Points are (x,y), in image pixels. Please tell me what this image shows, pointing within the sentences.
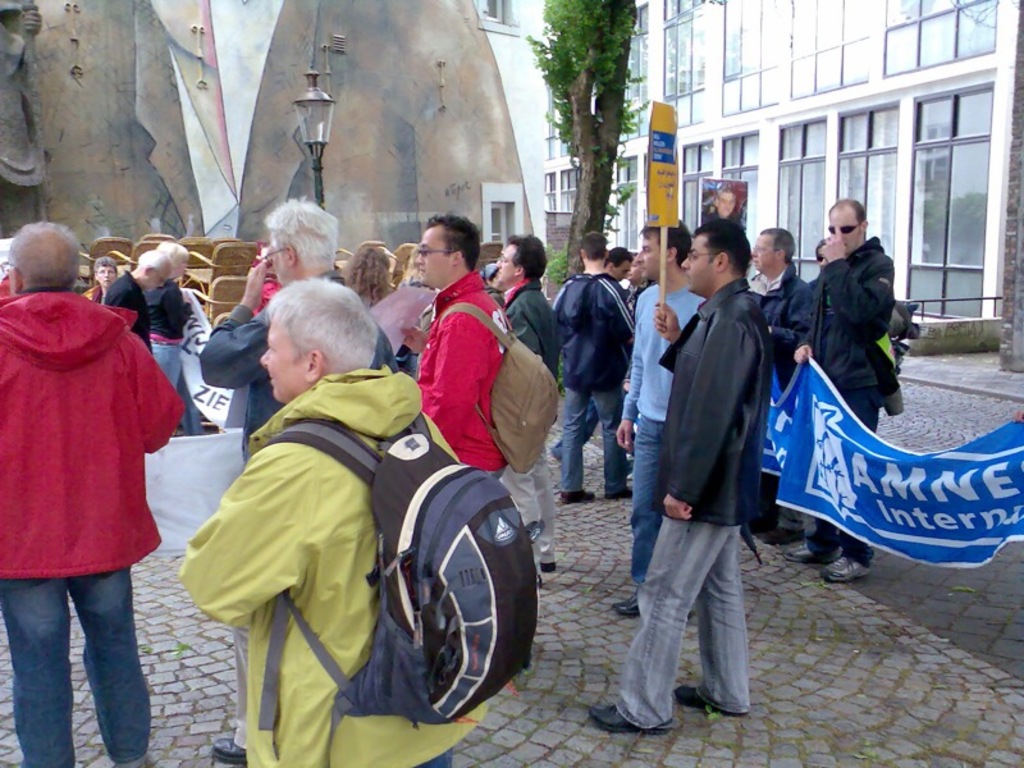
In this image I can see the ground (930,686), few persons (271,322) standing and I can see few of them are holding boards (655,181) and banners (811,423). I can see a tree (586,90), few buildings (644,77), a light pole (314,125), few windows (488,186) of the building (514,30) and I can see a statue (3,28) to the left side of the image (12,3).
